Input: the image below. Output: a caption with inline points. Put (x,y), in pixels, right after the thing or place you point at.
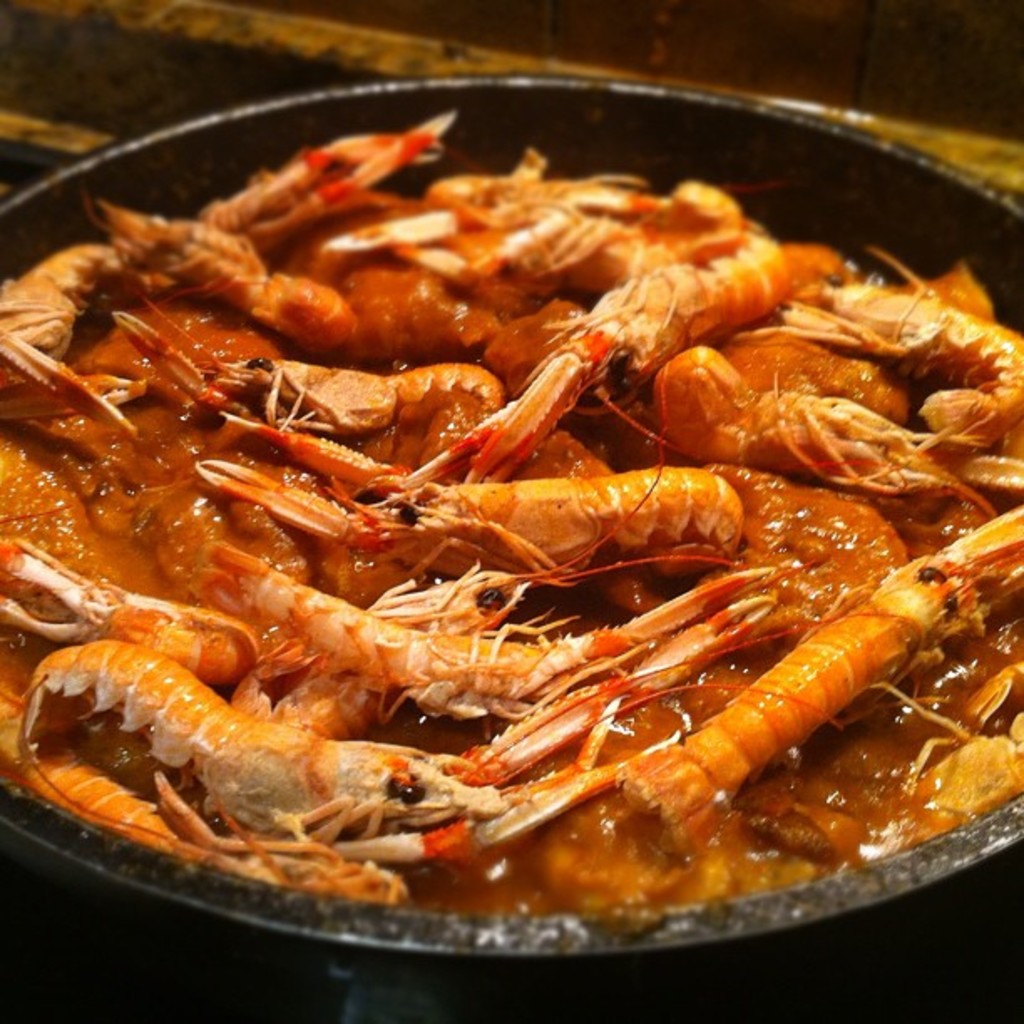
There is a bowl (439,87). On that there is a curry of prawns (605,582).
